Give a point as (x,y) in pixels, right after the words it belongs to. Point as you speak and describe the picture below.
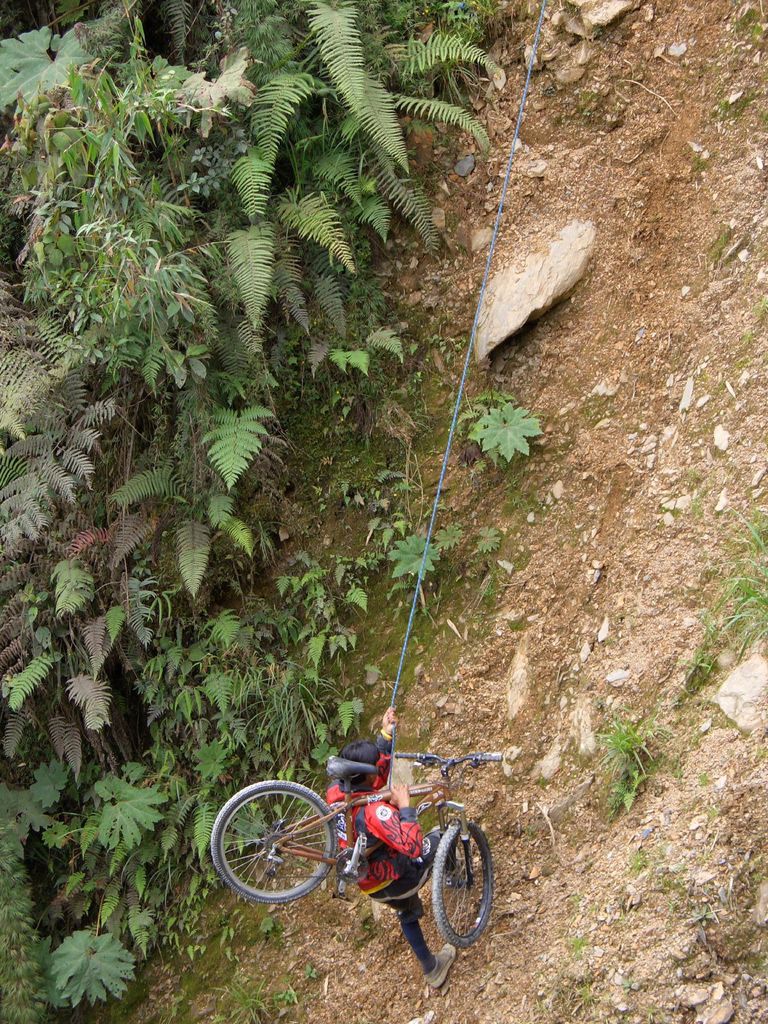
In this image there is a man (399,795) walking on the ground (496,683) by holding the cycle (440,819). On the left side (227,284) there are plants (211,344). On the ground (623,416) there are stones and sand (642,495).
